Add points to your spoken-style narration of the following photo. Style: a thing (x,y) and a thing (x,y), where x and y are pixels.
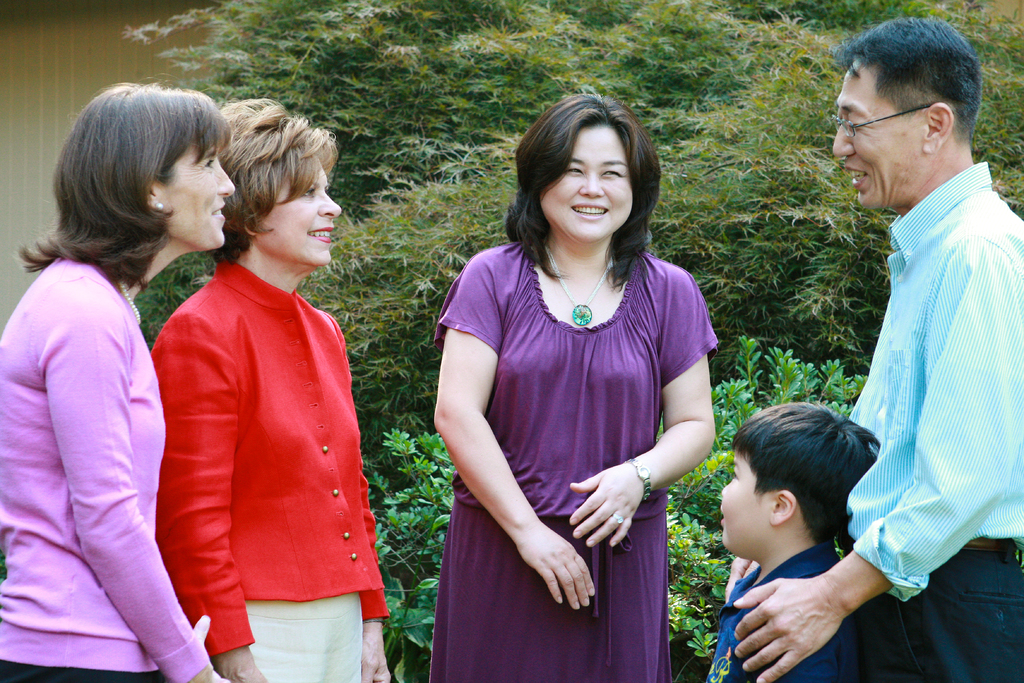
In this image there are a few people (468,433) standing. They are smiling. Behind them there are plants (490,141). To the left (20,111) there is a wall (37,137).
